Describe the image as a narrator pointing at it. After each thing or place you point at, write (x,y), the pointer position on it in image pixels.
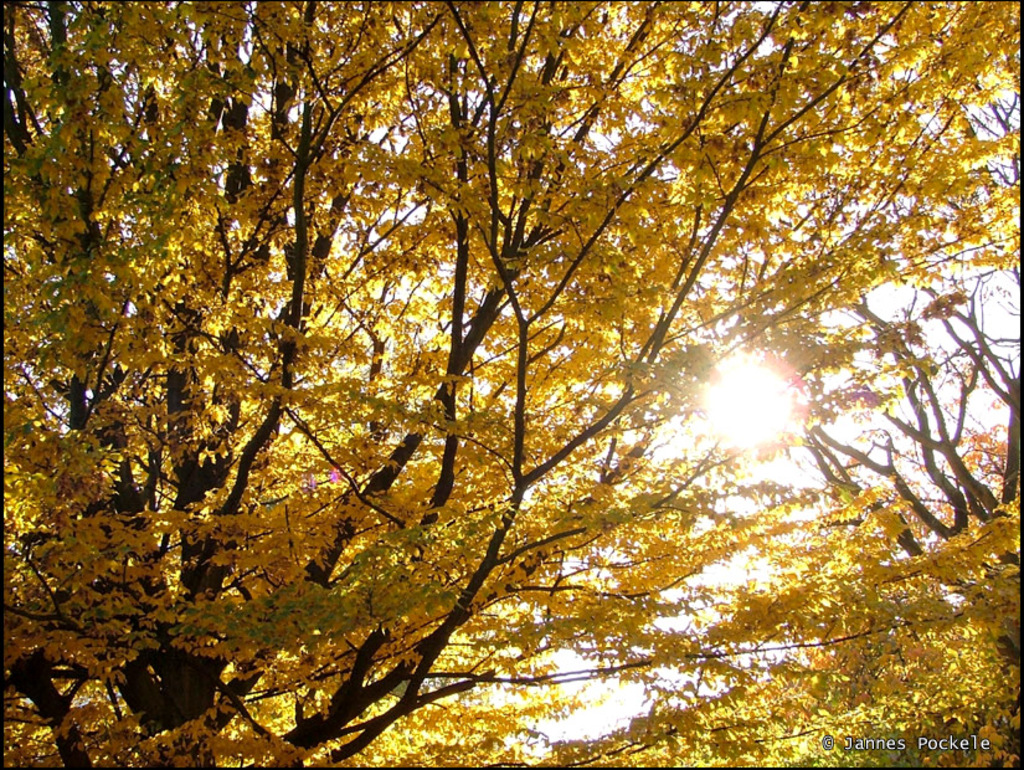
In this image, we can see some trees (654,567).
